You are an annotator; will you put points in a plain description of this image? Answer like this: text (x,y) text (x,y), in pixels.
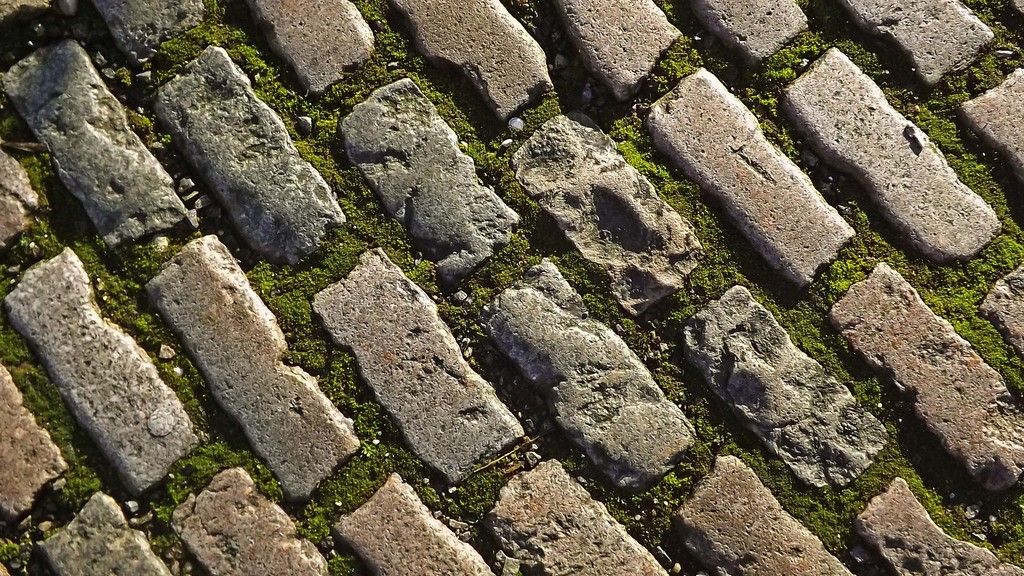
In this picture, we see the grass (345,234), cobblestones (518,366) and small stones (178,171). This picture might be the pavement (714,367).
